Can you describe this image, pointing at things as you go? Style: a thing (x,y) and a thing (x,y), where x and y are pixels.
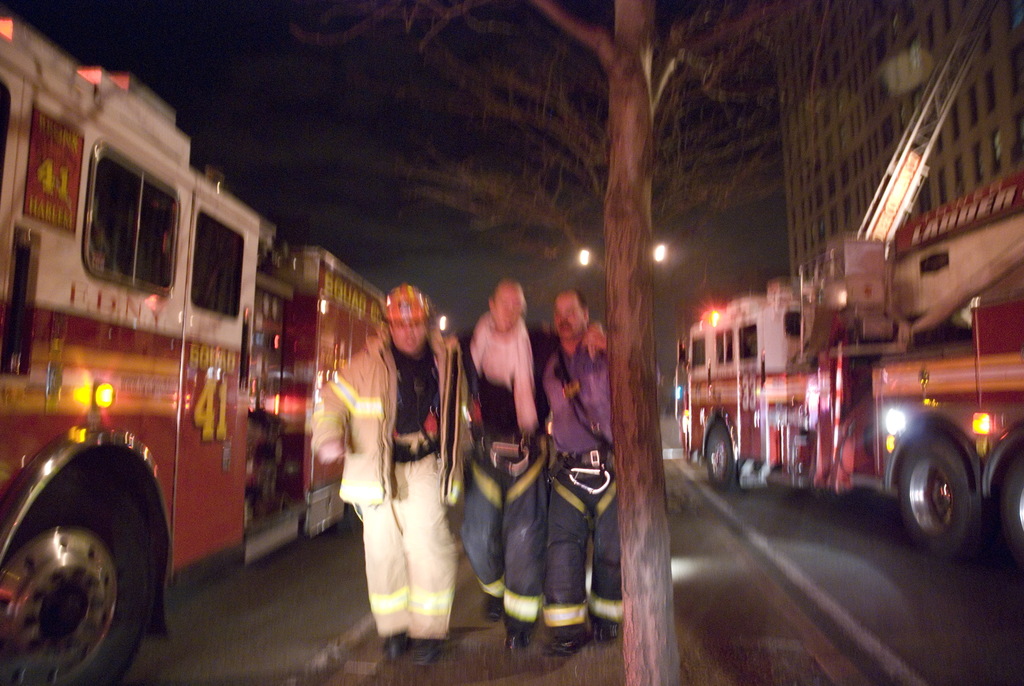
In this image, there are three persons (486,458) standing and wearing clothes (406,469). There is a fire engine (160,358) on the left (185,307) and on the right side of the image (826,362). There is a tree (648,293) in the middle of the image (641,280). There is a building (814,131) in the top right of the image (848,112).
